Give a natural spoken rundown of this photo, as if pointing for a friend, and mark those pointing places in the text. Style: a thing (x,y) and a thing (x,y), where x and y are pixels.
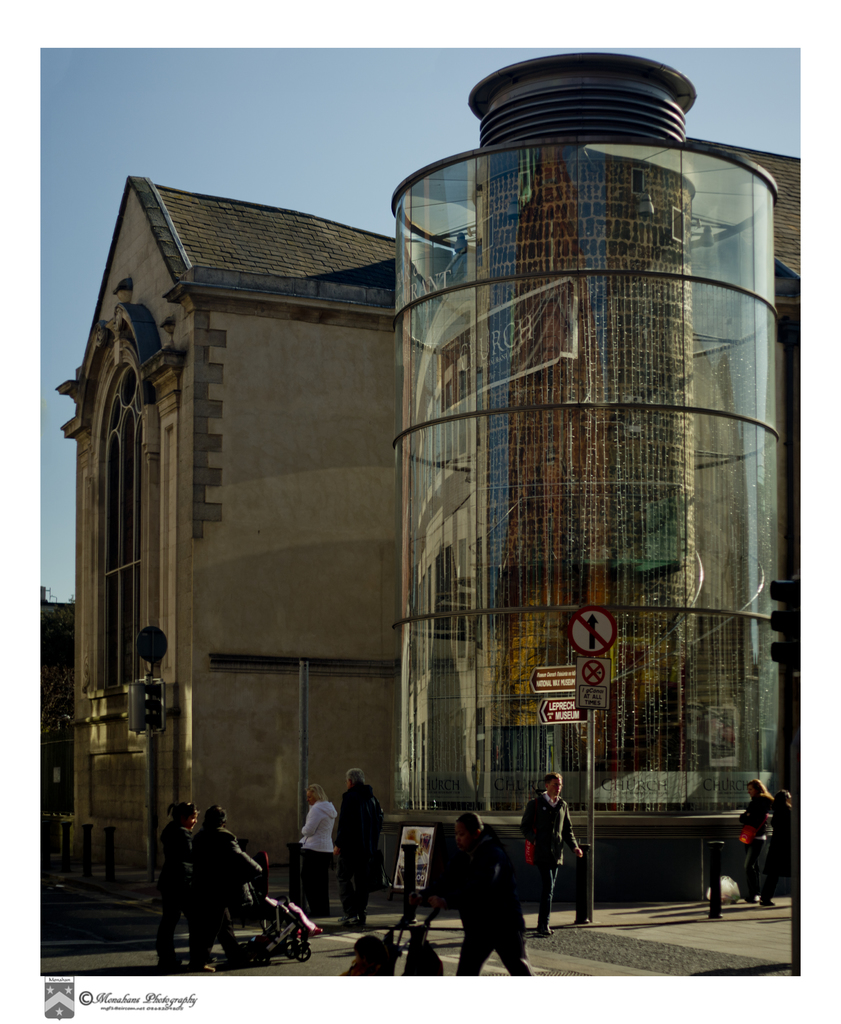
In the picture we can see a historical building construction (329,718) beside it we can see a glass construction (517,222) in it we can see steps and railings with a cylindrical construction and beside the building (256,747) we can see a pole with a direction board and near to it we can see some people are walking and some people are standing on the path (637,924) and behind the building (185,544) we can see a sky (81,156).
